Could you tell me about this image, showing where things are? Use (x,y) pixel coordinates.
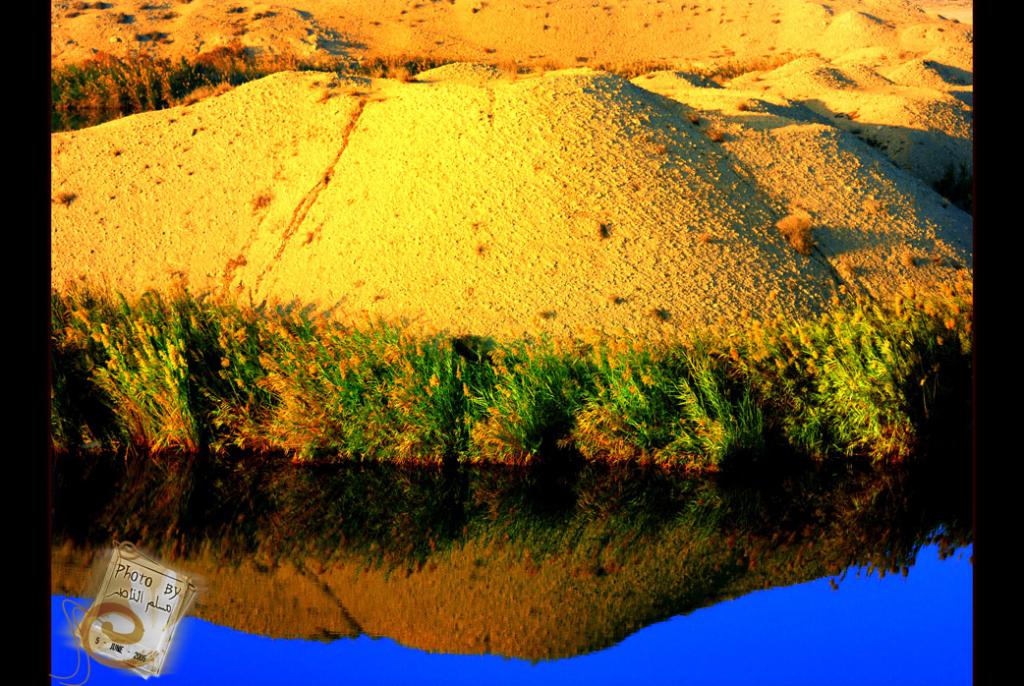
In this picture we can see water (564,569) and few plants (468,401).
